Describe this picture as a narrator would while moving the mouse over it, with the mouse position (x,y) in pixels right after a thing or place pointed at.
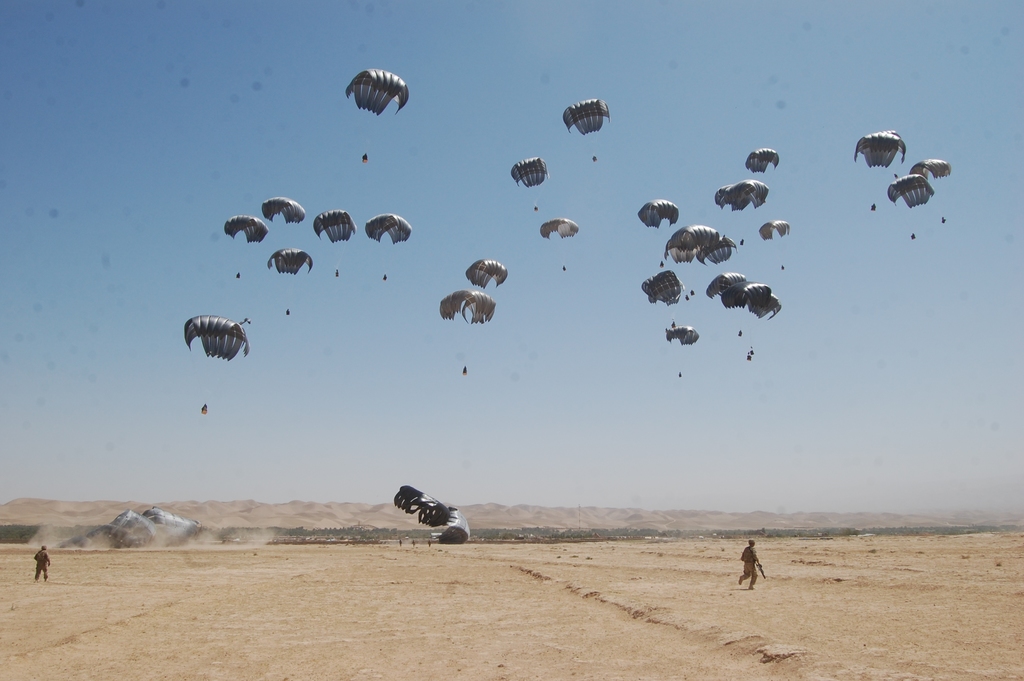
In this image we can see some group of parachutes (669,215) in the sky (299,430) and there are some persons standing on ground (743,603) and in the background of the image (256,175) there is clear sky (172,265).
